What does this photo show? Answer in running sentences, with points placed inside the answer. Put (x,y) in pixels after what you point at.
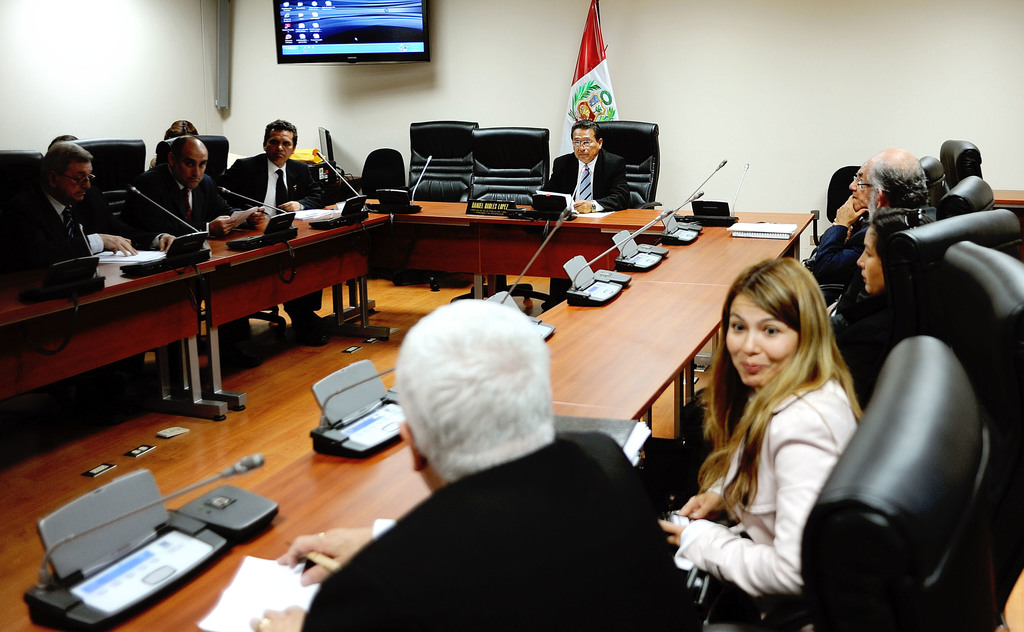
Inside picture of a conference room (353,99). People (891,165) are seating on chair (382,166). The man (76,204) is looking at paper (107,251). This man (585,181) is holding and looking at paper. The girl (776,358) wore white jacket (783,467) and looking at this person (558,469). This man (370,545) hold pen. The table (375,465) is made of wood (261,259). Above the table (99,271) there are electronic devices (401,206). The mic (253,467). The wall (773,81) is in cream color. The flag (598,70) is in white and red color. The monitor (360,42) is attached to the wall (479,43). The monitor (380,34) has blue screen (363,29) and applications (311,31).
